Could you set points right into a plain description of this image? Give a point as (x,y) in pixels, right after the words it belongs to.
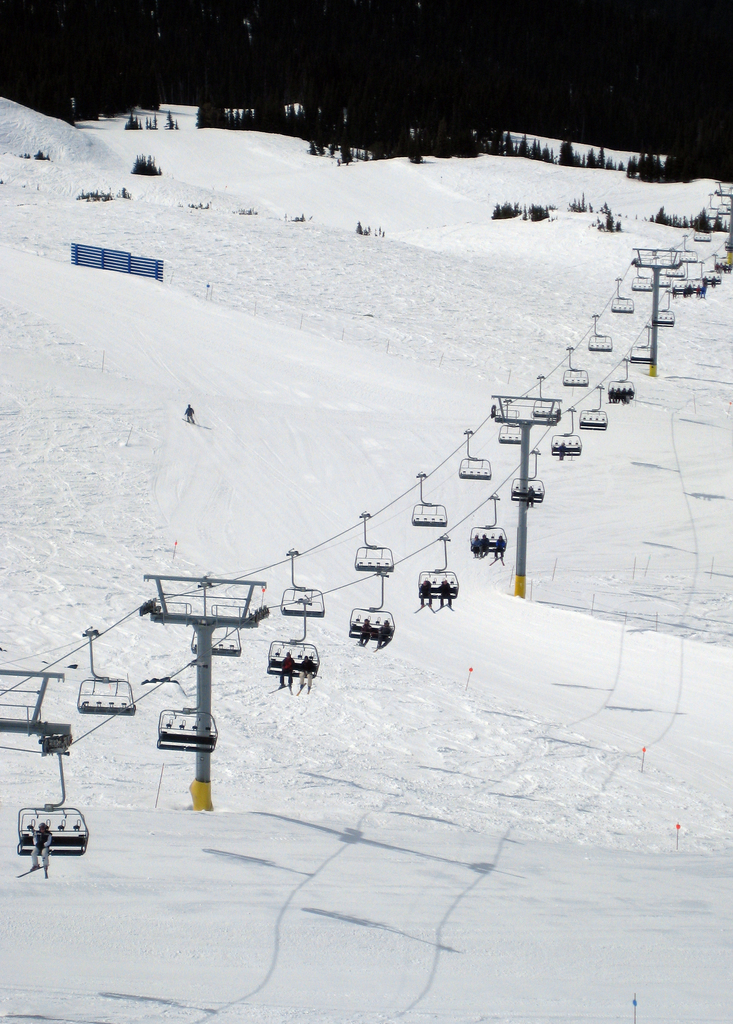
In the center of the image (468,452) we can see a ropeway (147,604). At the bottom (386,719) there is snow (492,776). In the background (121,80) there are trees (397,126).
